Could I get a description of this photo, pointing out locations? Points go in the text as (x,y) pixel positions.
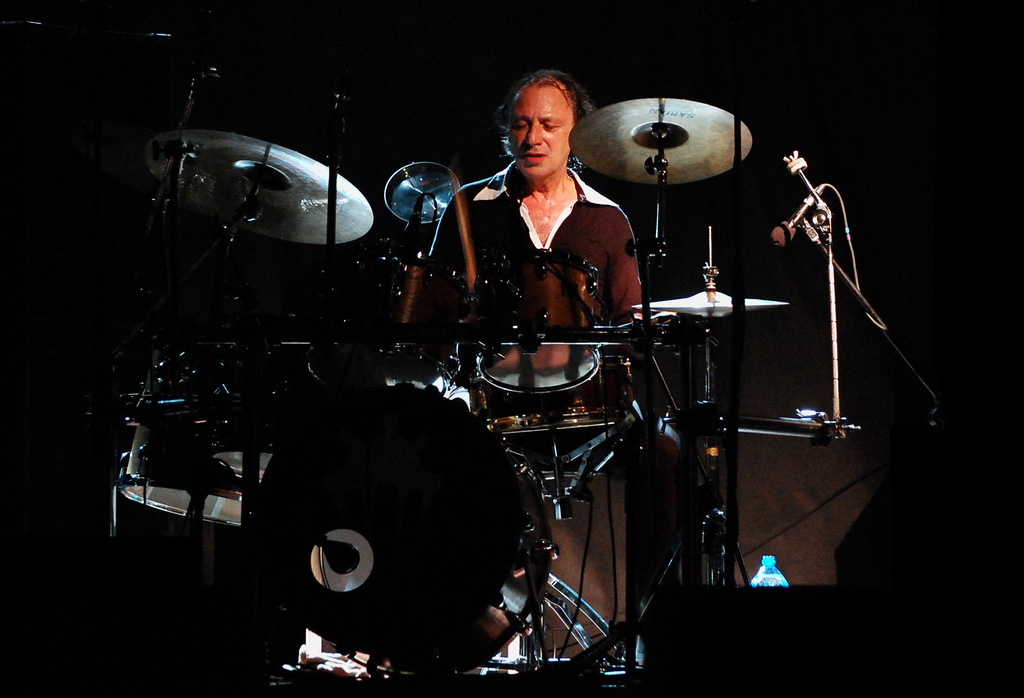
In this picture I can see a person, there are drums (466,291), there are cymbals (631,138) with cymbals stands (724,580), there is a mike (804,209) with a mike stand (805,227), there is a bottle (759,570), and there is dark background (927,16).
